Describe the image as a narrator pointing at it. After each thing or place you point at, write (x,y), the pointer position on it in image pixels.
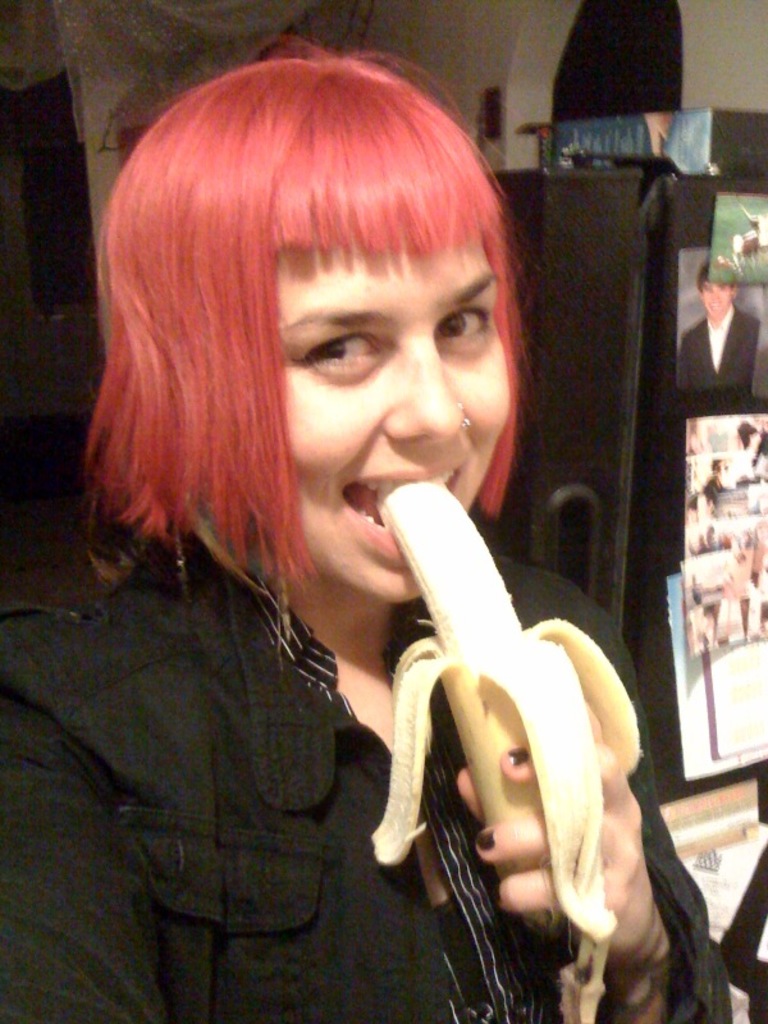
In this image I can see a woman (199,531) wearing black color dress (199,802) is holding a banana (539,766) in her hand (519,836). I can see her hair (170,330) is red in color. In the background (532,353) I can see few photographs (707,433) attached to the black colored surface (638,383) and few other objects (617,6).
